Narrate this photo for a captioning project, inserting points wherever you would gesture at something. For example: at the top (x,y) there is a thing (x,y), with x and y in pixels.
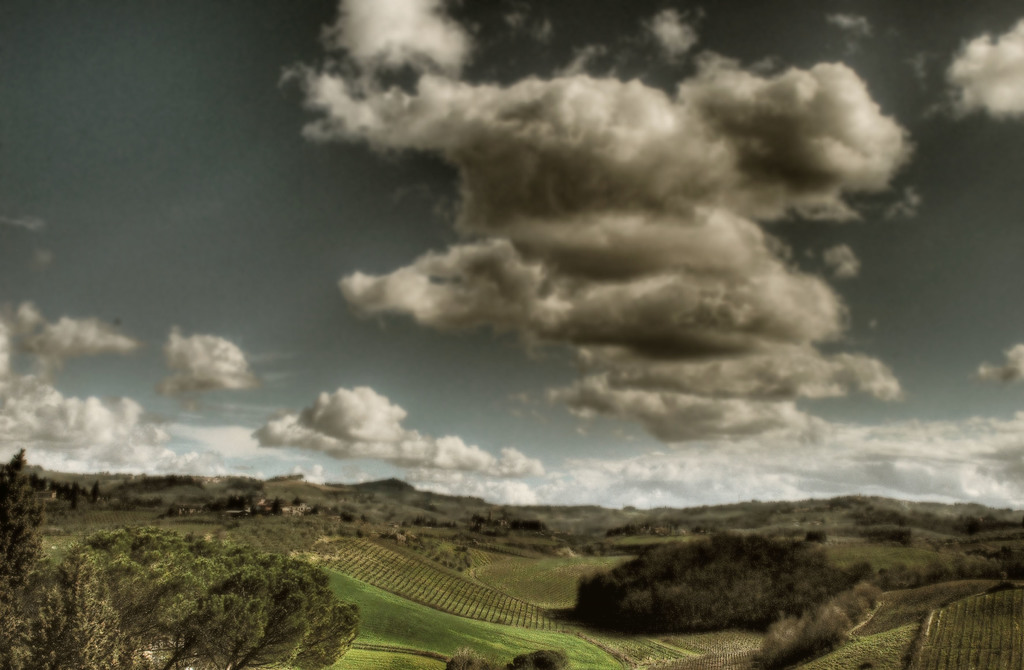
At the bottom of the picture (494,611), we see the grass (491,651) and the trees (326,612). There are trees (257,510) in the background (735,530). At the top of the picture (252,140), we see the sky (342,246) and the clouds (658,269).
